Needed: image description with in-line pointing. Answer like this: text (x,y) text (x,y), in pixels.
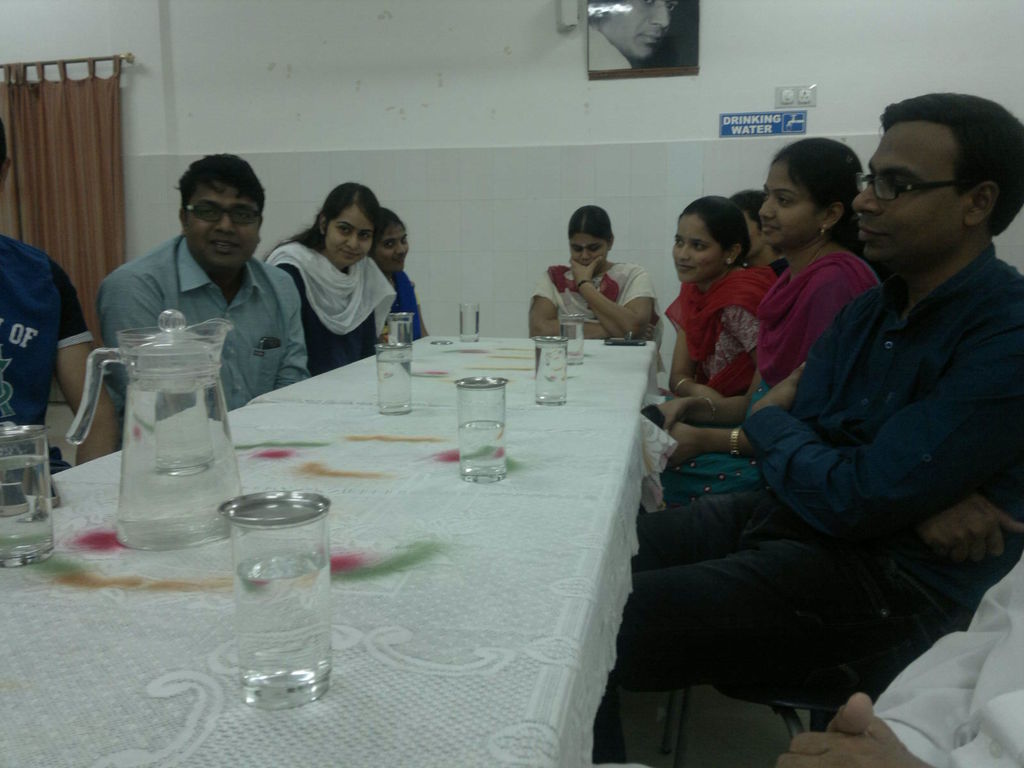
It is a closed room (389,102) where people (113,413) are sitting on the chairs (782,705) and in front of them there is a table (489,526) and some water glasses (314,634) and a jar (178,474) present on it. Behind them there is a white colour wall (384,144) and a curtain (110,133) there is a signboard (728,132) and a photo (663,38) on the wall (693,110). In the picture there are six women (398,272) and three men (256,390).
